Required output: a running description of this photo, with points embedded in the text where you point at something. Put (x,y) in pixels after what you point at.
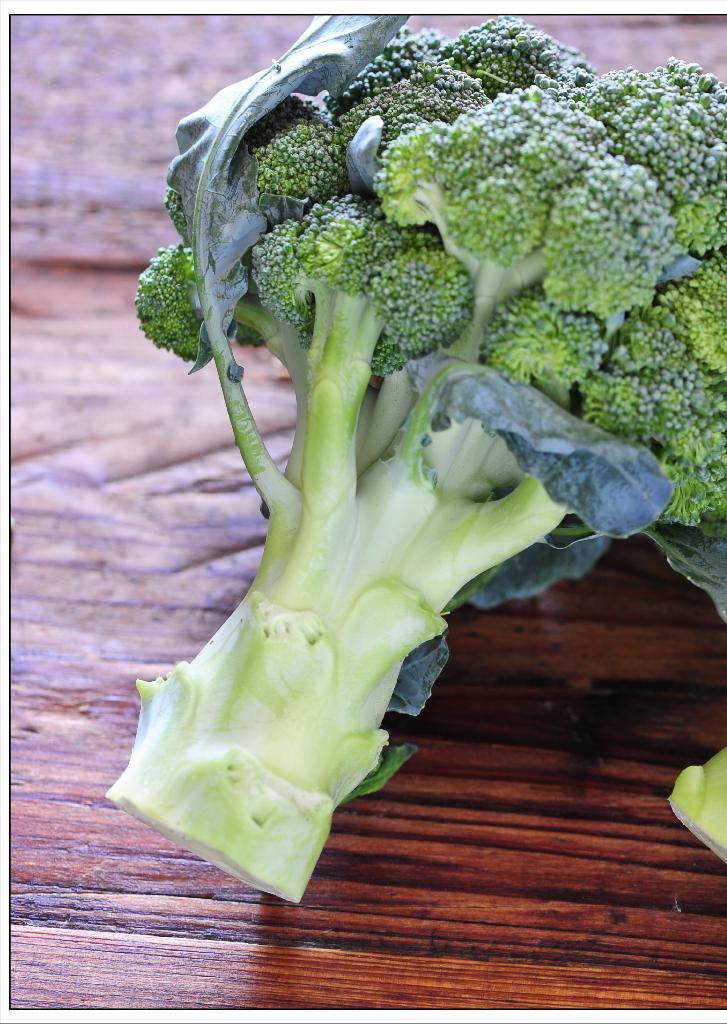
In this image we can see a broccoli (295,484) on the wooden surface (80,126).
